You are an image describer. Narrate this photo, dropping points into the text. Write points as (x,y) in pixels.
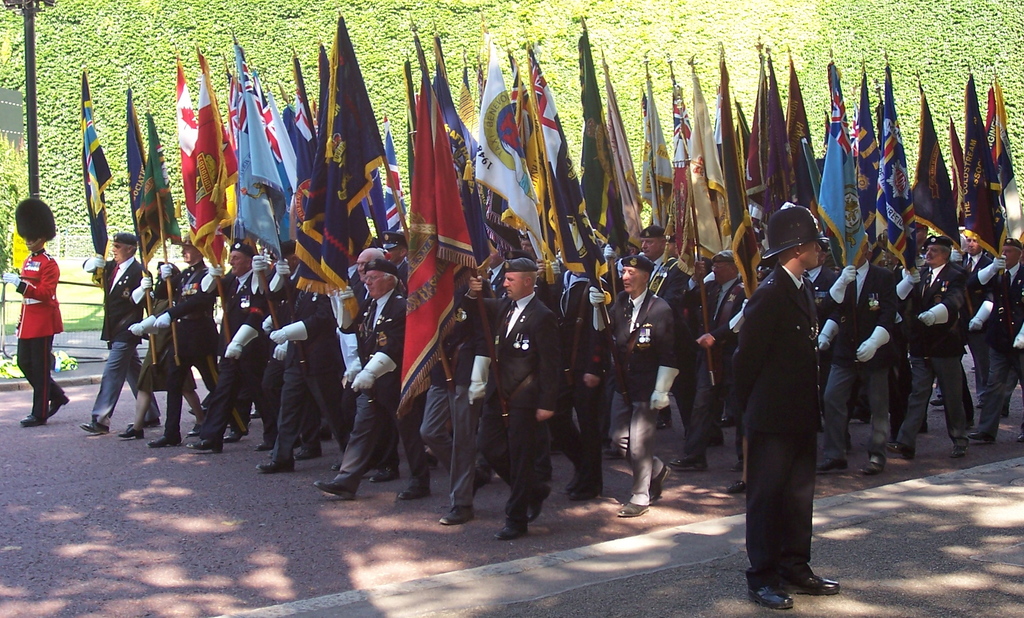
In this picture we can see many men (963,341) on the parade, wearing black coat (940,347) and walking on the street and holding the flags (907,179) in the hand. In the front (767,343) there is a policeman (767,343) wearing black suit (798,553), standing and looking on the right side (806,543). Behind there are some plants (961,70).
